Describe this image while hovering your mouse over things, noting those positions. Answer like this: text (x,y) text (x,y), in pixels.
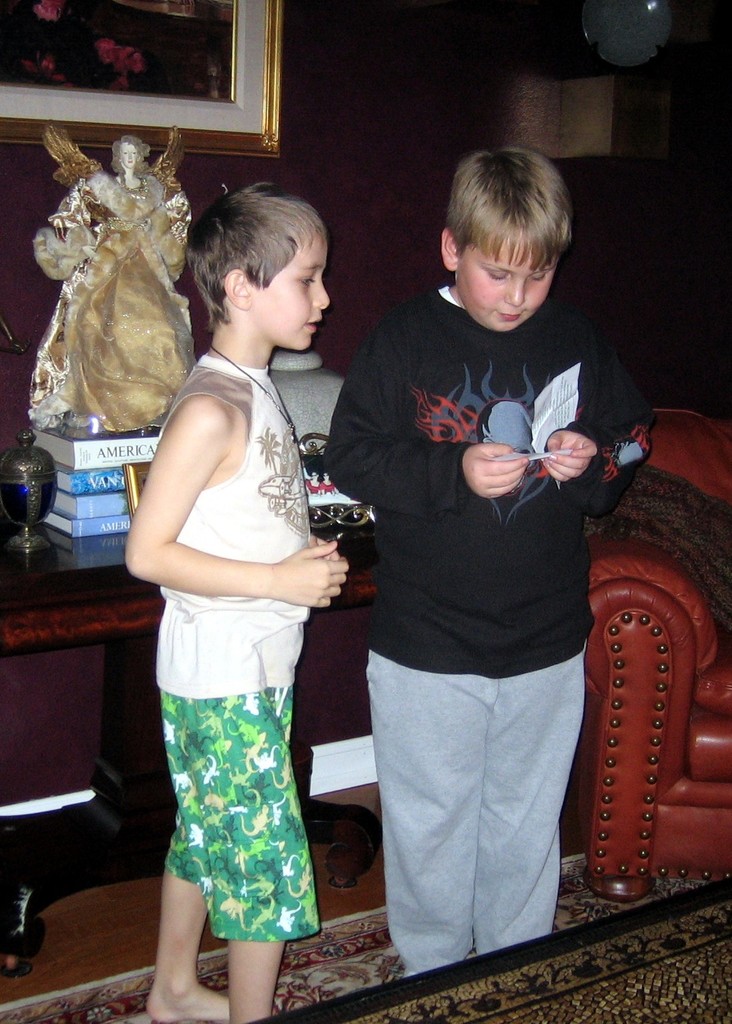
On the left side (233,610), there is a child (266,514) in a white color T-shirt (266,514), standing on a mat (36,1017). On the right side (516,788), there is another boy (548,283) in a black color T-shirt (530,537), standing. In the background (133,380), there is a statue (133,271) arranged on the books (109,456), which are on a table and there are some objects (313,399).
